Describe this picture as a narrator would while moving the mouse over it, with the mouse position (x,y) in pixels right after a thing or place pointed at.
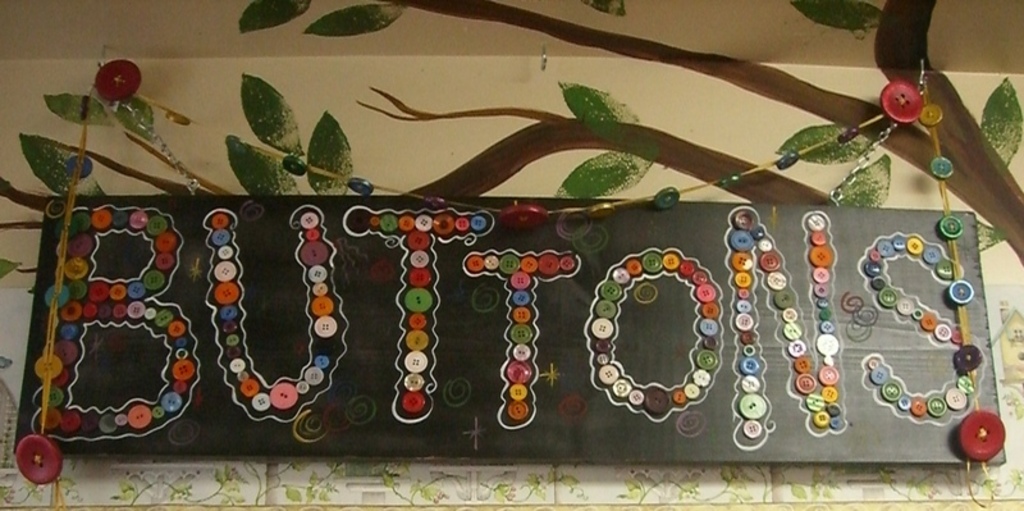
In the image there is some art work (338,334) done with the buttons (422,309) on a black surface (270,335) and there are many buttons (899,119) decorated in the image and in the background (664,109) there is a painting (387,98) on the wall (360,62).
